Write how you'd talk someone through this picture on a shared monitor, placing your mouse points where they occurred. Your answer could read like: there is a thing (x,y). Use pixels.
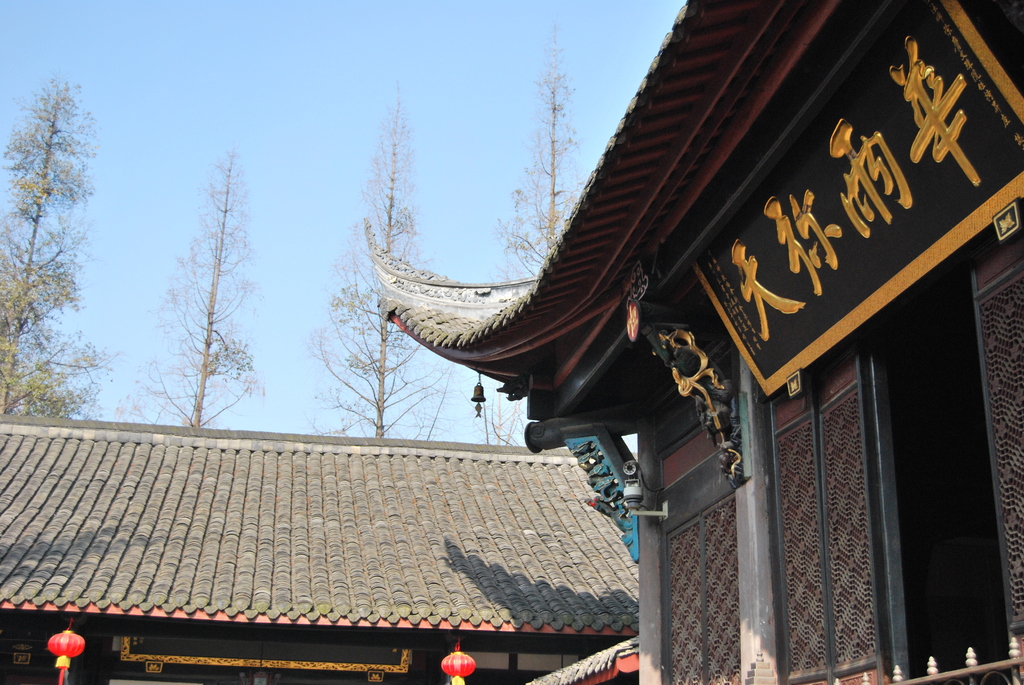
On the left side (250,523), there is a building (345,509), which is having a roof (172,498). On the right side (946,635), there is a building (702,559) which is having a roof (667,101) and a name board (980,58). In the background (528,213), there are trees (38,188) and there is a blue sky (179,89).
